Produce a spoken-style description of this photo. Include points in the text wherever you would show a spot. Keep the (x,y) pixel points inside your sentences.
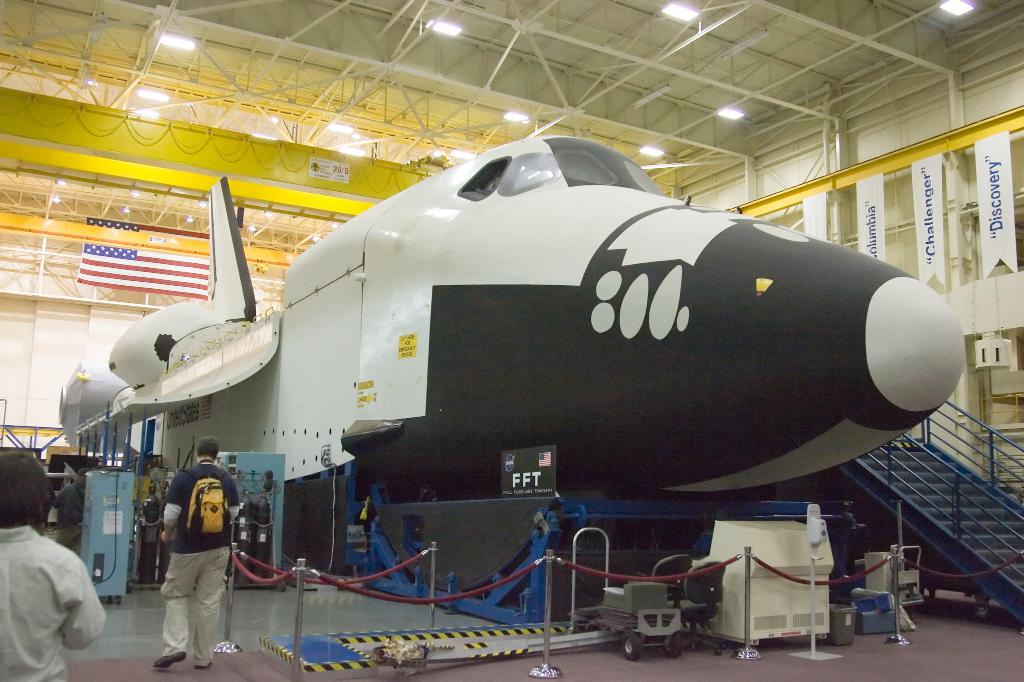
In the image there is an aircraft (249,293) inside a godown (10,30) with fence (1014,562) around it and steps (906,450) on the right side (879,454) and few people (26,639) walking on the left side (188,535), there are lights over the ceiling (584,82).
